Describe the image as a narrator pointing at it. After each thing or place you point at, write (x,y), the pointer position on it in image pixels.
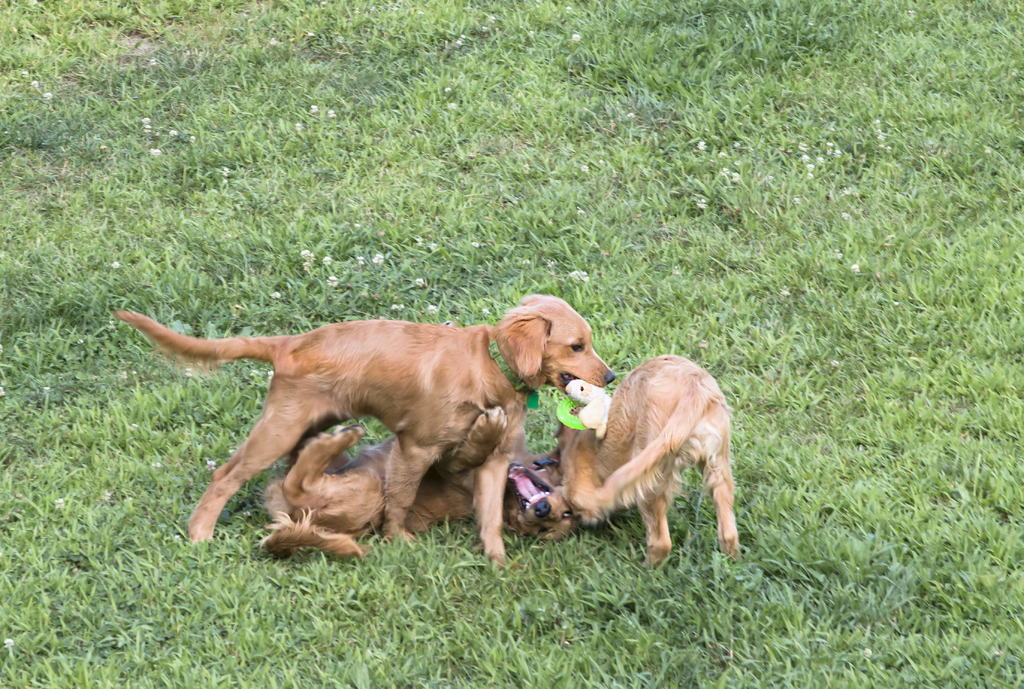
In this picture we observe three dogs (397,424) are playing in a grassland (268,676) with a white toy (596,397).
